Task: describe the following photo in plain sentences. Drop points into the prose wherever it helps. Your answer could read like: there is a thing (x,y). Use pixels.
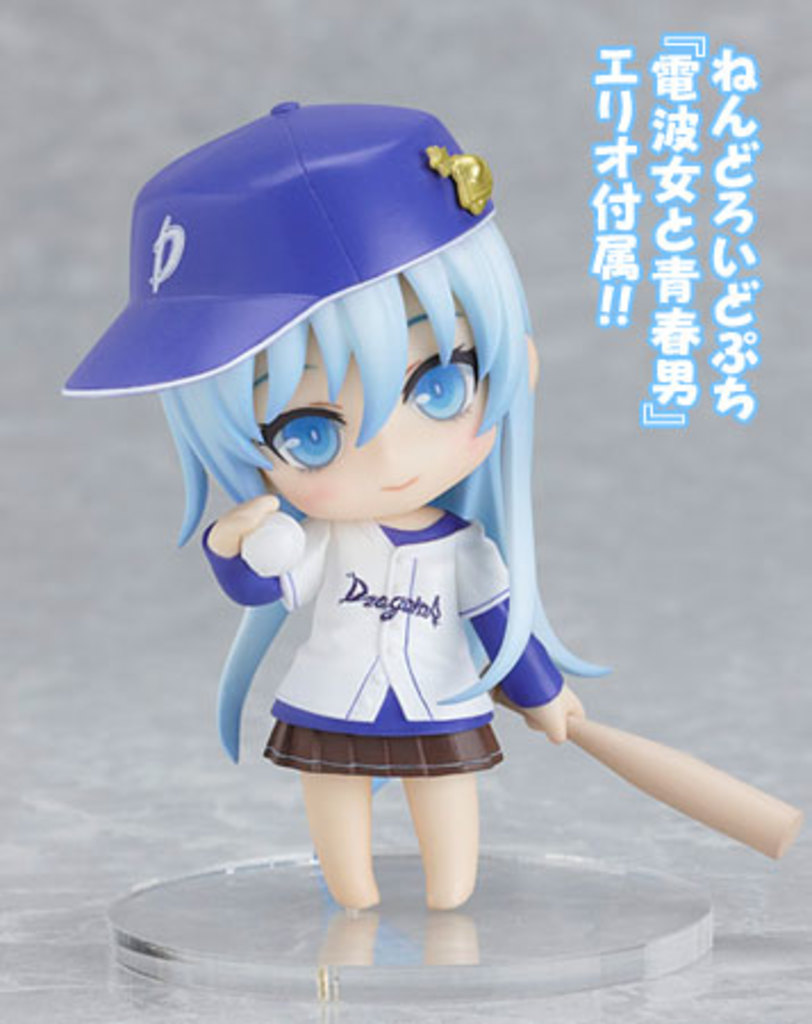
In this image we can see a doll (373,484) on the glass object (416,915). In the background of the image (60,770) it looks like a wall (111,486). On the image there is a watermark (720,107).
